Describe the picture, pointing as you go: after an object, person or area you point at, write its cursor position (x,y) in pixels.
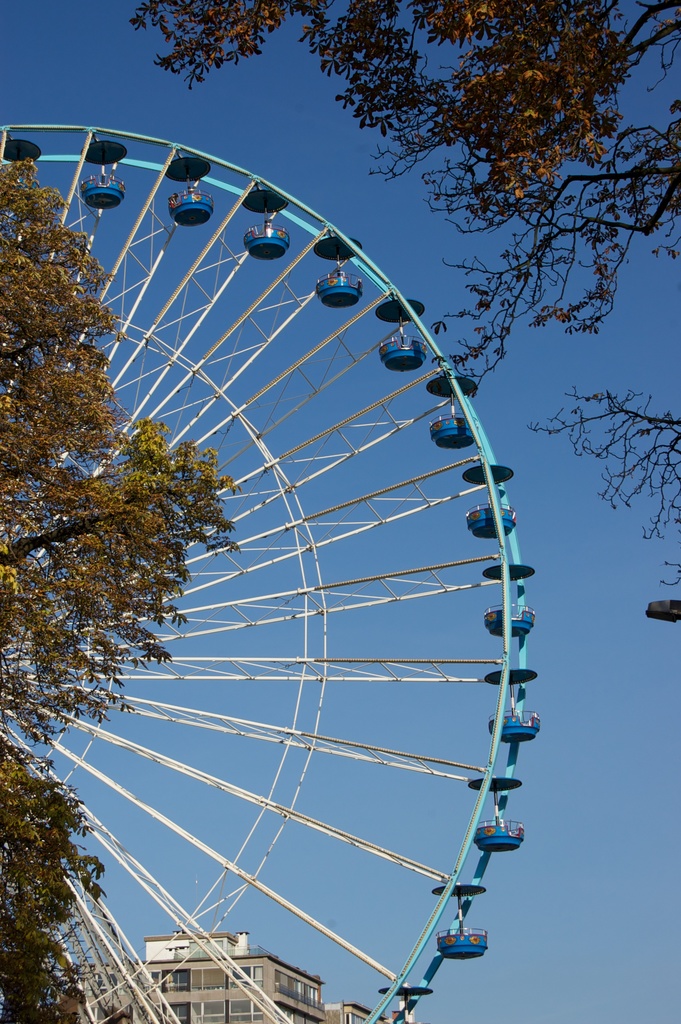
In the foreground of the picture (83,425) there are trees (24,404). In the center of the picture (298,529) there is a Ferris wheel (125,954). In the background (207,983) there are buildings (221,973). In this picture we can see sky (404,445).
